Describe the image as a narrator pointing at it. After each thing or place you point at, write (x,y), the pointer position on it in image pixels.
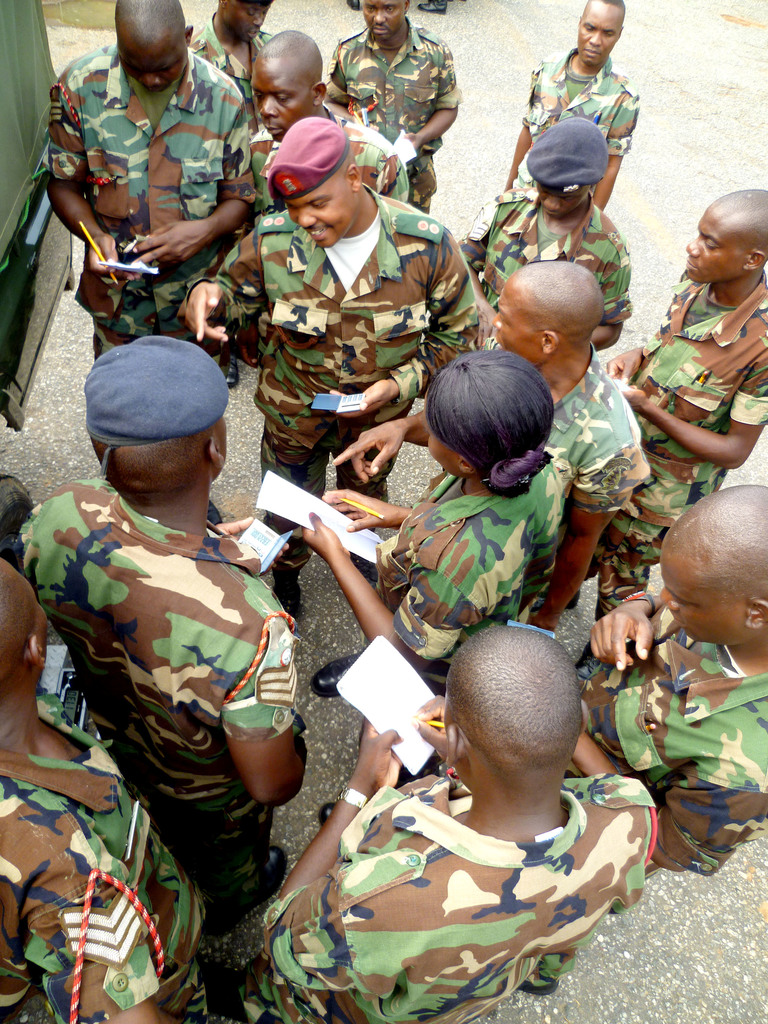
In this image we can see the persons (390,306) standing on the road (313,692) and holding the objects (273,482). And we can see the vehicle (42,94) on the road (505,156).
